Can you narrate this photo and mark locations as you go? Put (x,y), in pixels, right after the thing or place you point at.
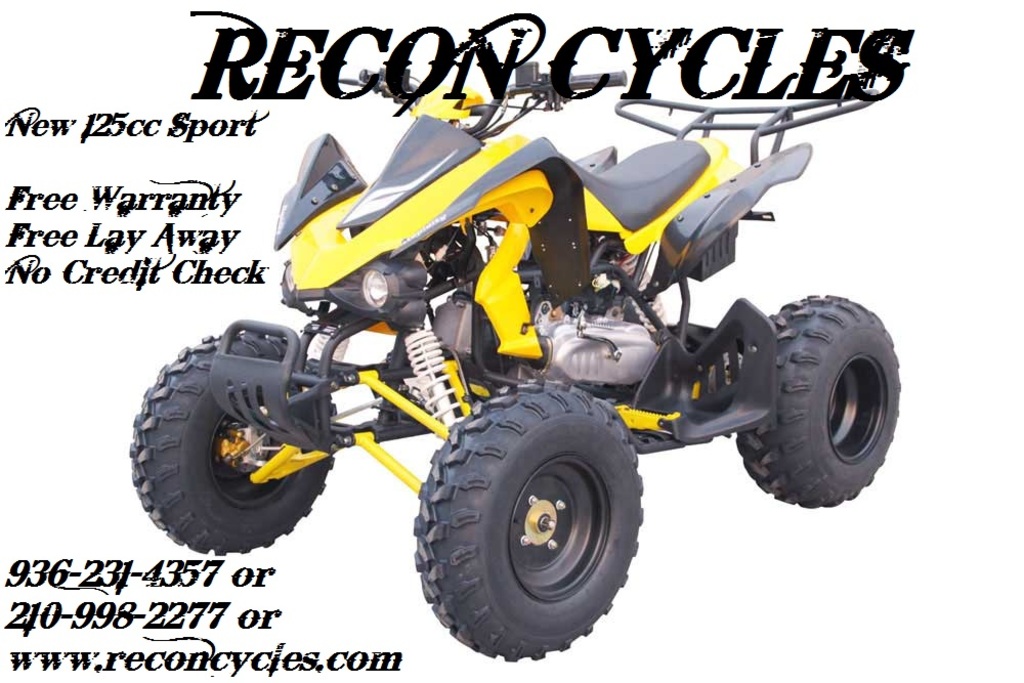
There is a poster (463,554) having the image of a vehicle (837,487) and there are texts (842,59) on it. And the background of this vehicle (852,339) is white in color.
